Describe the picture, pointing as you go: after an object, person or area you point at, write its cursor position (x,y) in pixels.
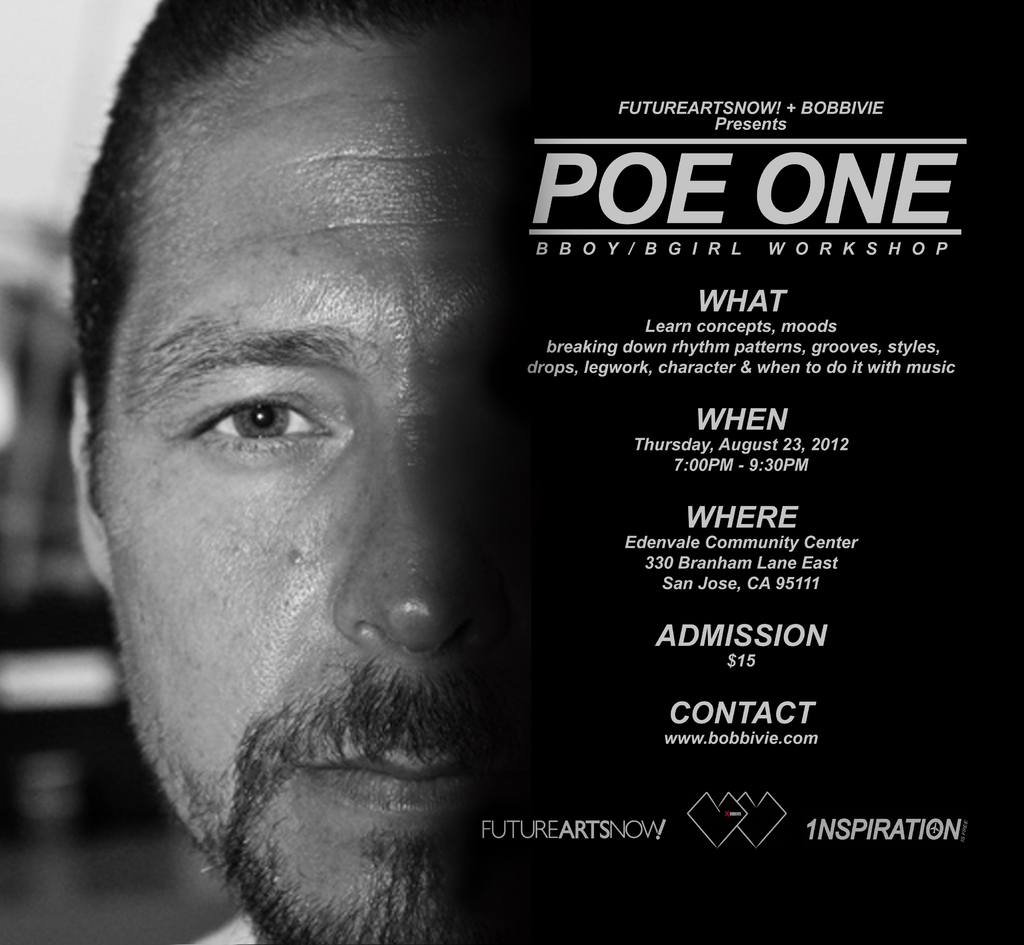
It is a poster. In this image, we can see some information (748,716) on the right side of the image (813,765) and a person (303,655) on the left side (315,493).
